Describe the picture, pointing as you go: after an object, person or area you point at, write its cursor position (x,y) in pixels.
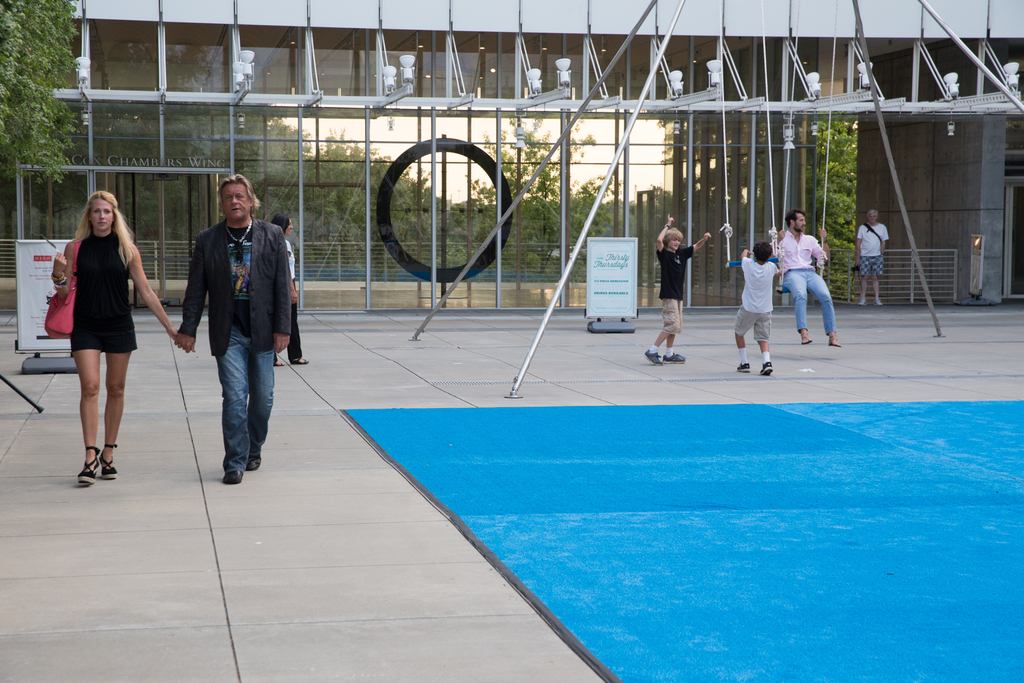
In this picture I can observe a couple (94,296) walking on the floor (189,441) on the left side (226,331). On the right side (830,327) I can observe four members (750,266) and a blue color mat (695,512) on the floor (164,444). In the background (426,234) I can observe building (387,92).
